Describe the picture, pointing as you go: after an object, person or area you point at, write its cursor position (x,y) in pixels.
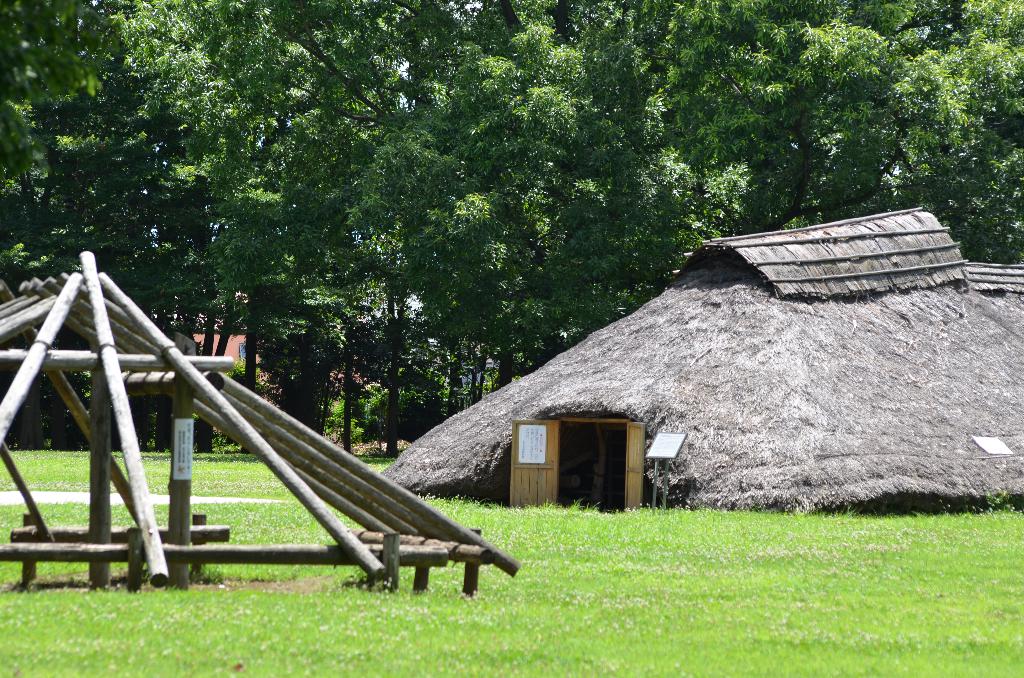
In this image, we can see green color grass (590,665) on the ground (572,659), at the right side (781,455) we can see a house (647,404) and a door (532,494), there are some green color trees (509,105).
